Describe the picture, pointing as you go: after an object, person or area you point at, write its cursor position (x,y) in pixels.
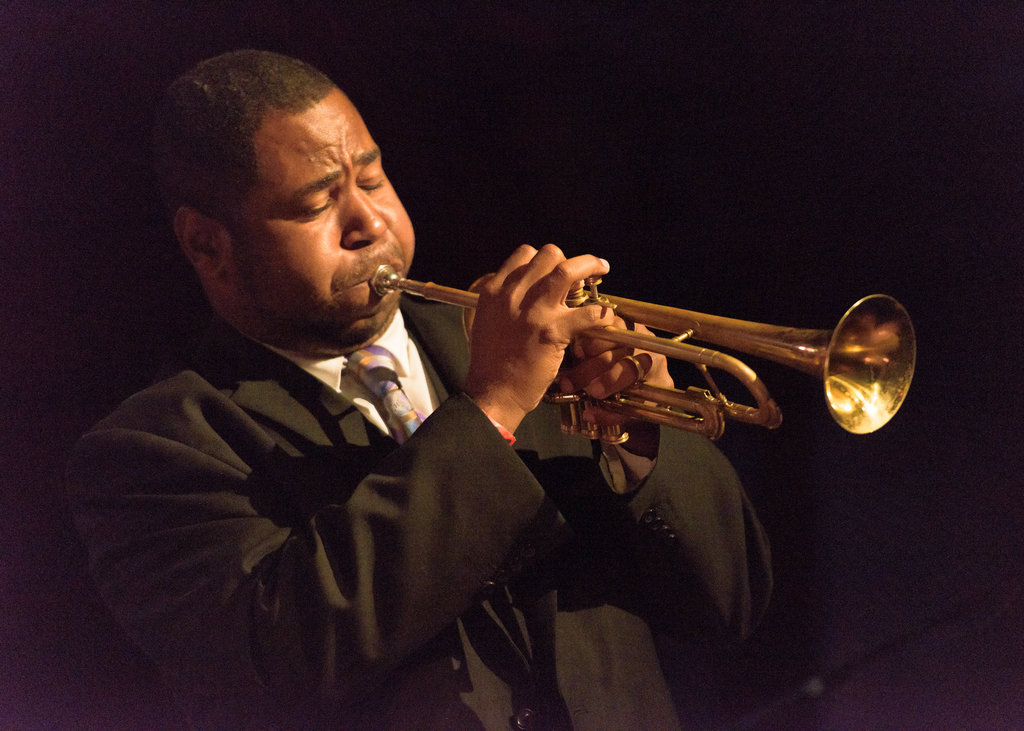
In this image there is a person (409,372) playing a musical instrument (736,406). The background (837,200) is dark.
